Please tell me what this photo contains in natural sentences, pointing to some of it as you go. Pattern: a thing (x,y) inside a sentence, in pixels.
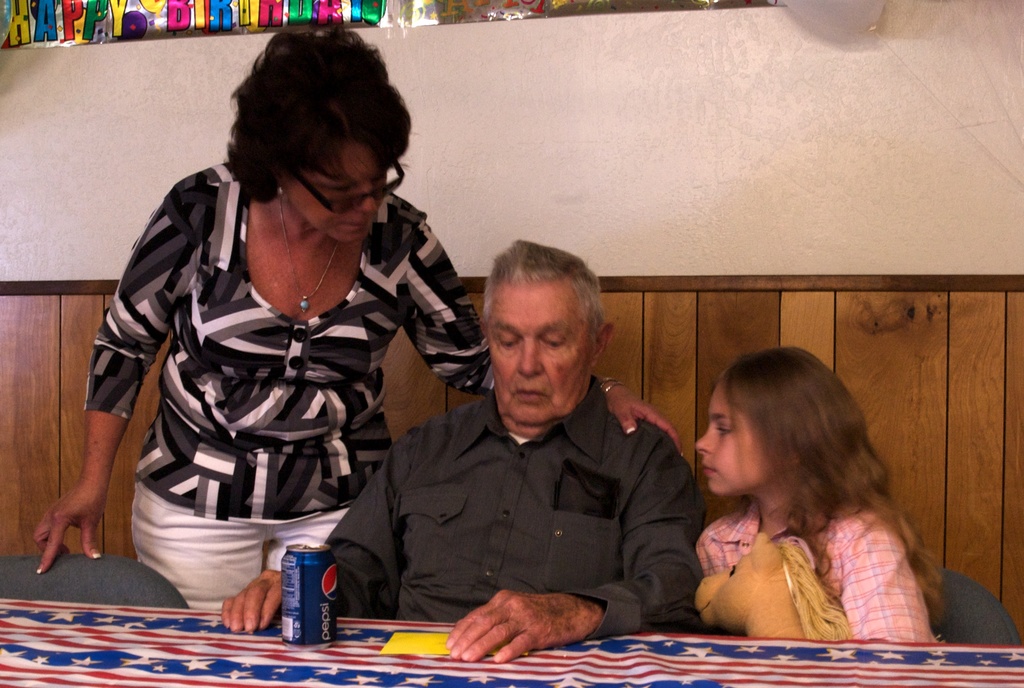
In this image in the front (607,658) there is a table (513,677) and on the table (461,670) there is tin (308,616) and there is a paper (444,647). In the center (416,450) there are persons (623,527) sitting and there is a woman (268,384) standing and in the background (615,216) there is a wall (642,192) and on the top (229,24) there is some text (70,15) visible and there is a balloon (849,11) which is white in colour and there is an empty chair (118,584) in the left (105,581).
